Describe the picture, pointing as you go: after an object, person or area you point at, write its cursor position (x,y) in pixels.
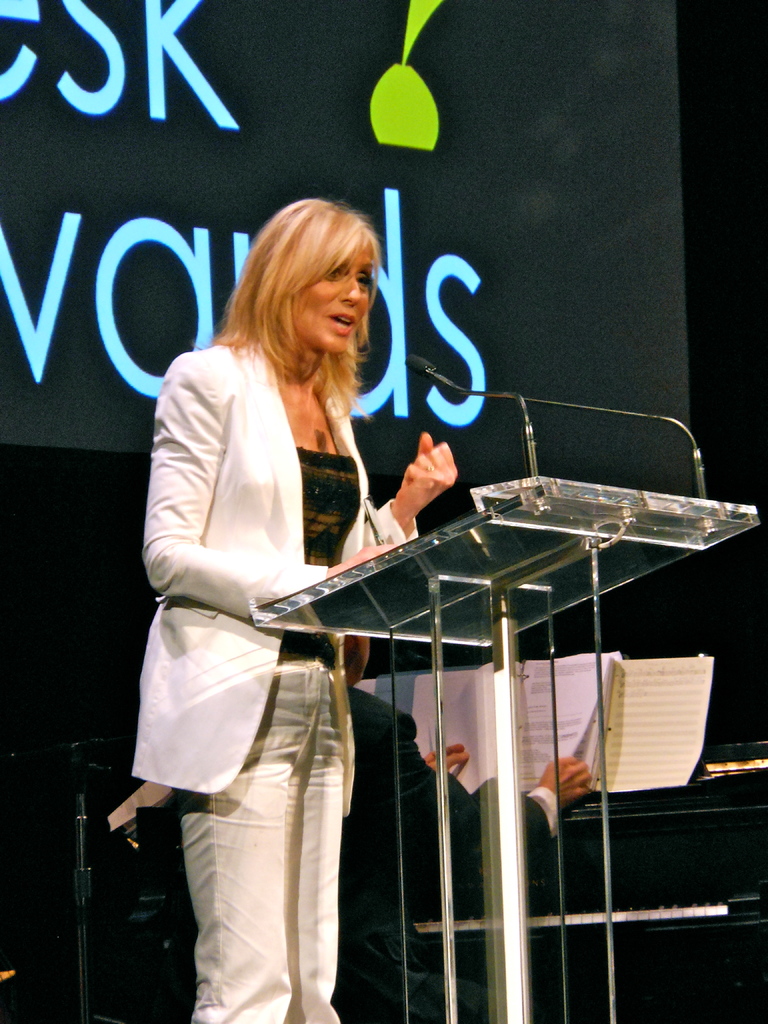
In the center of the image (305,562) we can see a lady (280,528) standing, before her there is a podium (505,695) and we can see a mic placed on the podium (554,652). In the background (575,701) we can see a man (397,712) sitting and holding a book (547,746). We can see a piano (619,926). In the background (576,7) there is a screen (125,367).
